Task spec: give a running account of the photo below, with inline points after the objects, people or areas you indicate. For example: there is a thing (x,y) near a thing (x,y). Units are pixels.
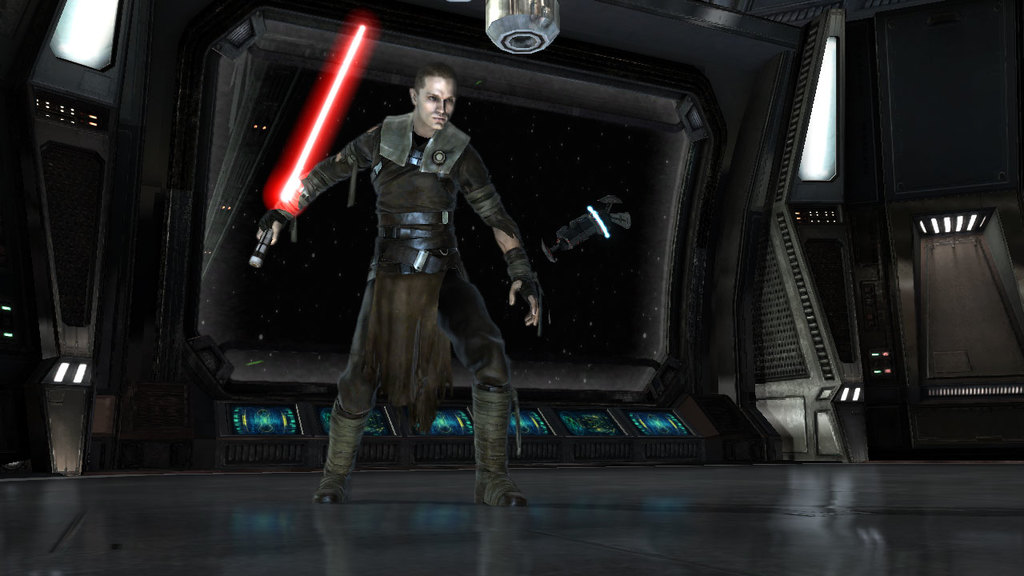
This is an animated image, where there is a person (433,228) standing and holding a lightsaber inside a space ship (454,2).
